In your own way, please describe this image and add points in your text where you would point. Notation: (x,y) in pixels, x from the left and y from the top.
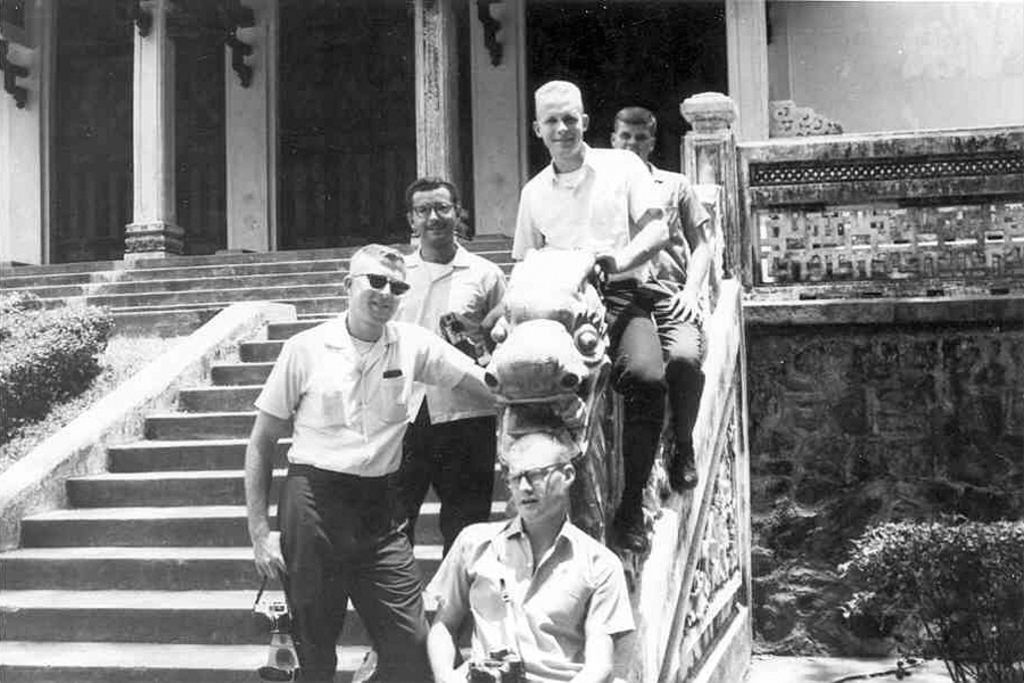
This is a black and white image. There are bushes (64,399) on the left side (33,366) and right side (905,587). There is a building (481,201) at the top (478,96). There are stairs (197,470) in the middle (478,243). There are some people (312,442) standing in the middle (402,353).
